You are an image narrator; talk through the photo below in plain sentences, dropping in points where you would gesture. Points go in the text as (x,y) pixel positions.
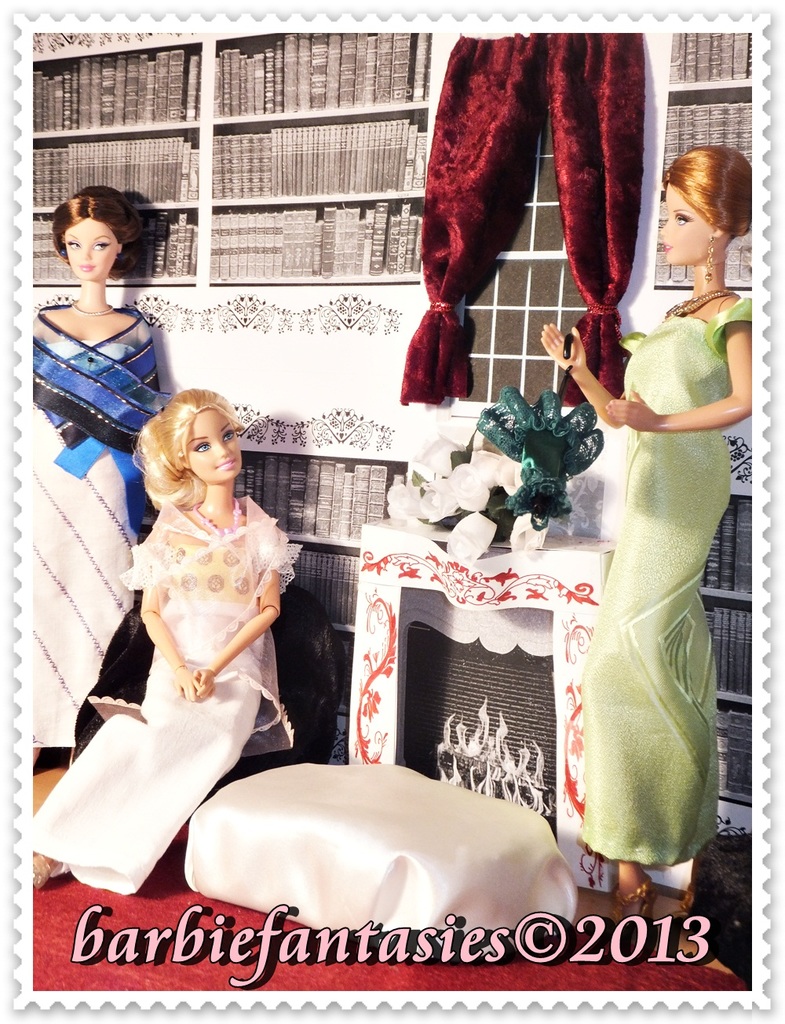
In this picture there is a barbie fantasies poster (376,246) in the image.
